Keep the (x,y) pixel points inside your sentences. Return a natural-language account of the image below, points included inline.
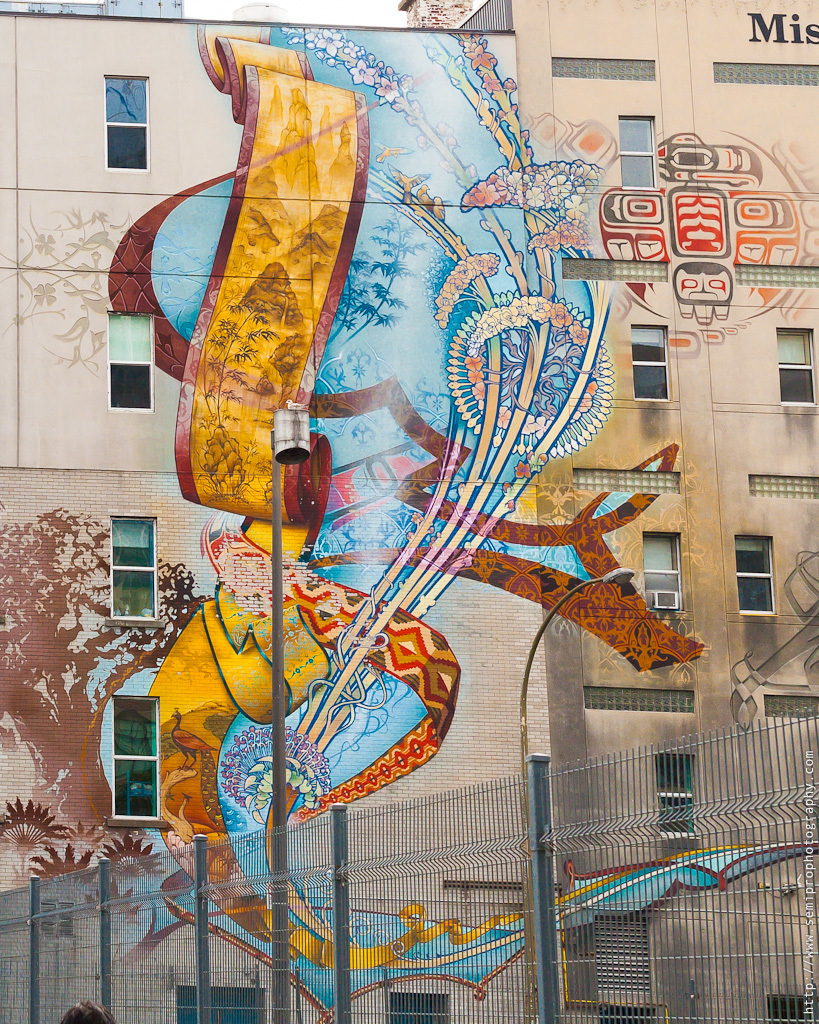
In this image there is a painting (546,452) and text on the building (533,250) with glass windows (809,67). In front of the building (550,469) there is a lamp post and mesh fence (546,786). On the bottom right side of the image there is some text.
